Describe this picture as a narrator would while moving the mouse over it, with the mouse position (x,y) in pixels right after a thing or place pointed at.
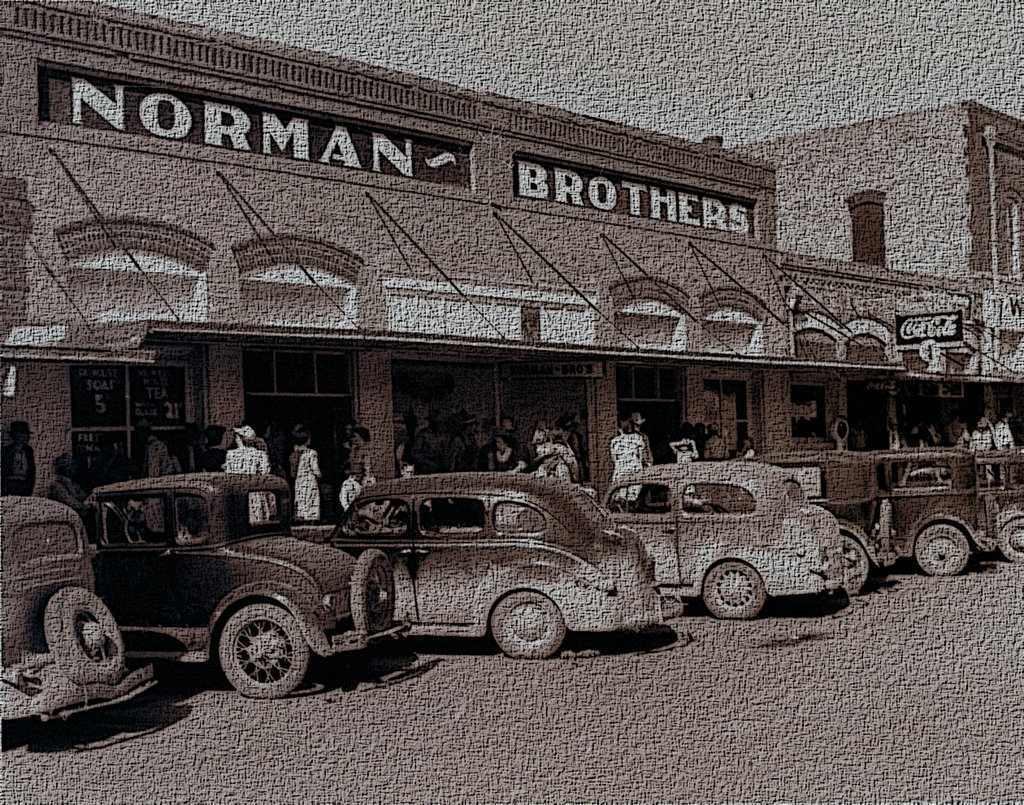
In the picture I can see a photo of buildings (549,396), vehicles (327,571), people (644,458) and some other things (129,468). This photo is black and white in color.
